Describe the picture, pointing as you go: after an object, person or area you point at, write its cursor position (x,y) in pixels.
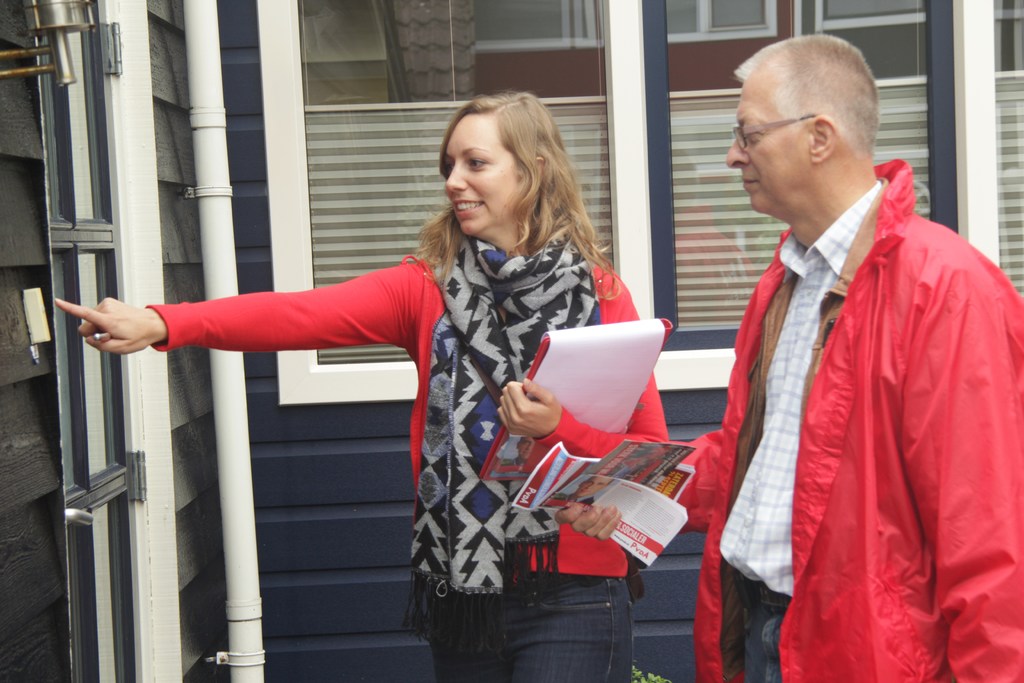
In this image there are two persons (570,324) holding papers (678,479), behind them, there is a window (581,46), pipe (220,279), on the left side (75,293) may be there is a window (65,241).
